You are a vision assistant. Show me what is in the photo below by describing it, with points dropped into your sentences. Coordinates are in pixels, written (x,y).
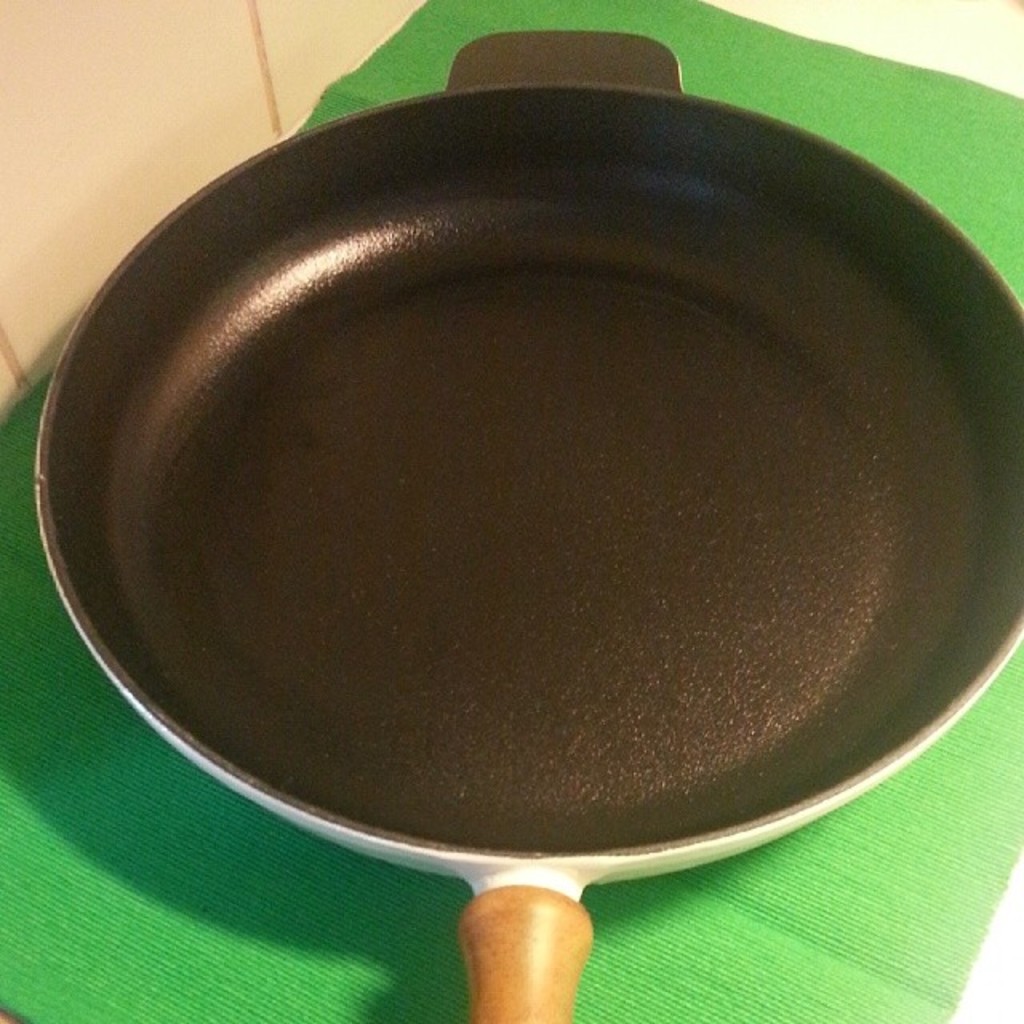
In this picture I can observe a black color pan (438,557) placed on the green color mat (688,933). On the left side (148,77) I can observe cream color wall (94,114).
